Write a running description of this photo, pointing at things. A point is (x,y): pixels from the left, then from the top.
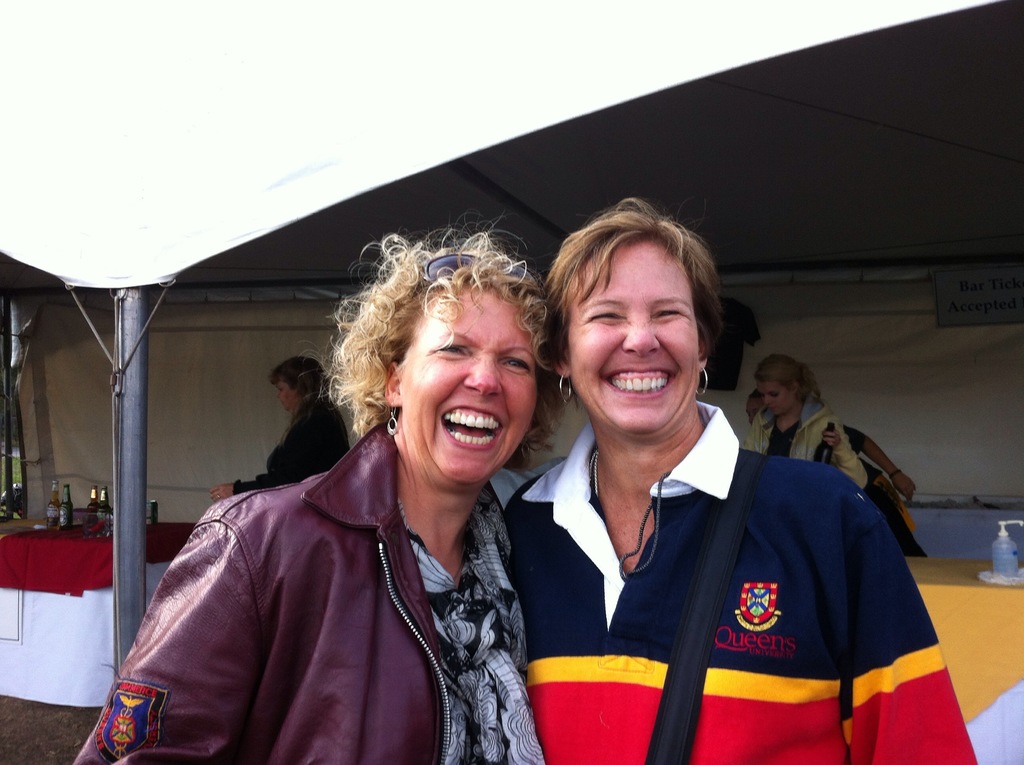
In this image we can see a few people (489,519), there are bottles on the tables (23,546), there is a tent (176,476).
